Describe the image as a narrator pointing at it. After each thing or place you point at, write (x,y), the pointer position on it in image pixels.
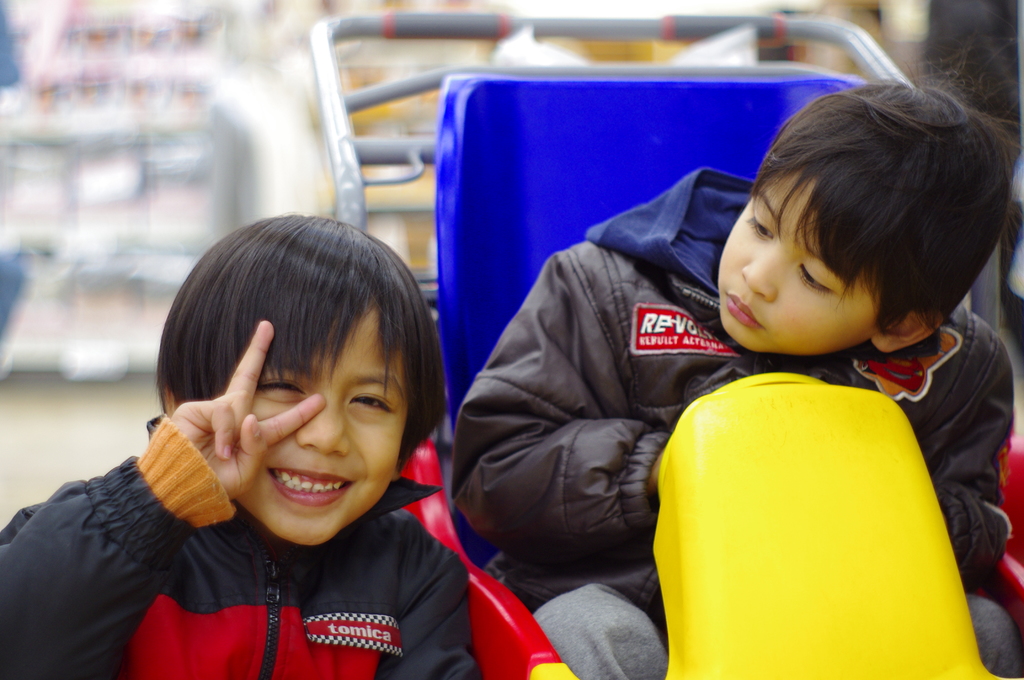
In this image I can see two children (229,646) and I can see both of them are wearing jackets (531,492). Here I can see a yellow color thing (754,406) and I can see this image is little bit blurry from background (19,54).
